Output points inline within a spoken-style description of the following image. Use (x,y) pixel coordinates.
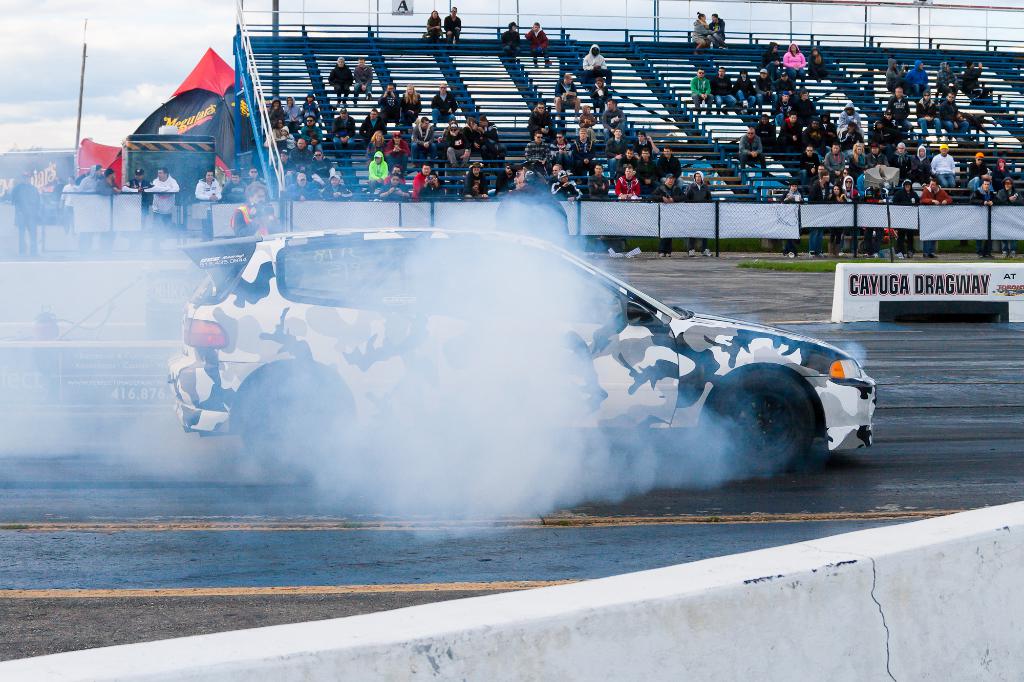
In this image we can see car (642,420) on the road (825,495) and smoke (596,463) is coming out from the car (628,390). Background of the image (941,146) we can see so many people (637,172) are sitting on the benches (627,100) and banners (739,210) are there. We can see one tent (182,122) and pole (84,68) in the top left corner of the image (194,119). At the top of the image (181,72) we can see the sky (160,21) covered with cloud (699,8). At the bottom of the image (612,641) white color wall (867,589) is there.
